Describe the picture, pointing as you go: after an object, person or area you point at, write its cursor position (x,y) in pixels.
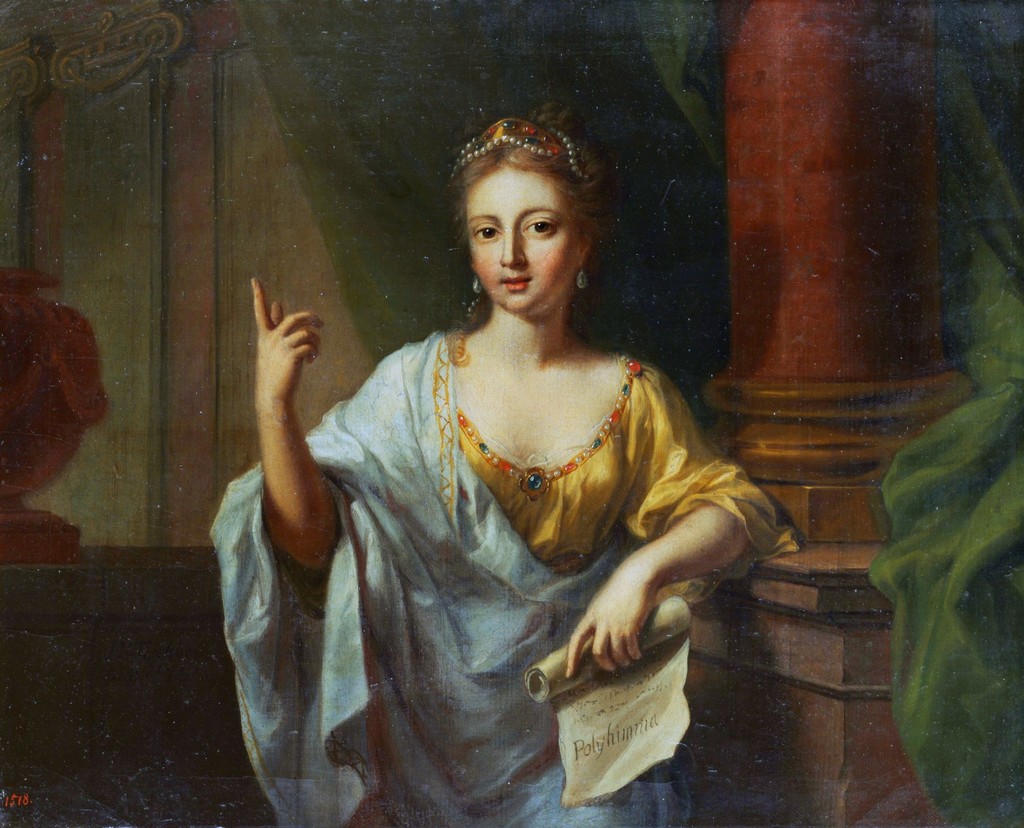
This is a picture of a painting (439,173), where there is a person (537,527) standing and holding a paper (643,640), and in the background (832,640) there is a pot (22,328) and pillar (810,222).
